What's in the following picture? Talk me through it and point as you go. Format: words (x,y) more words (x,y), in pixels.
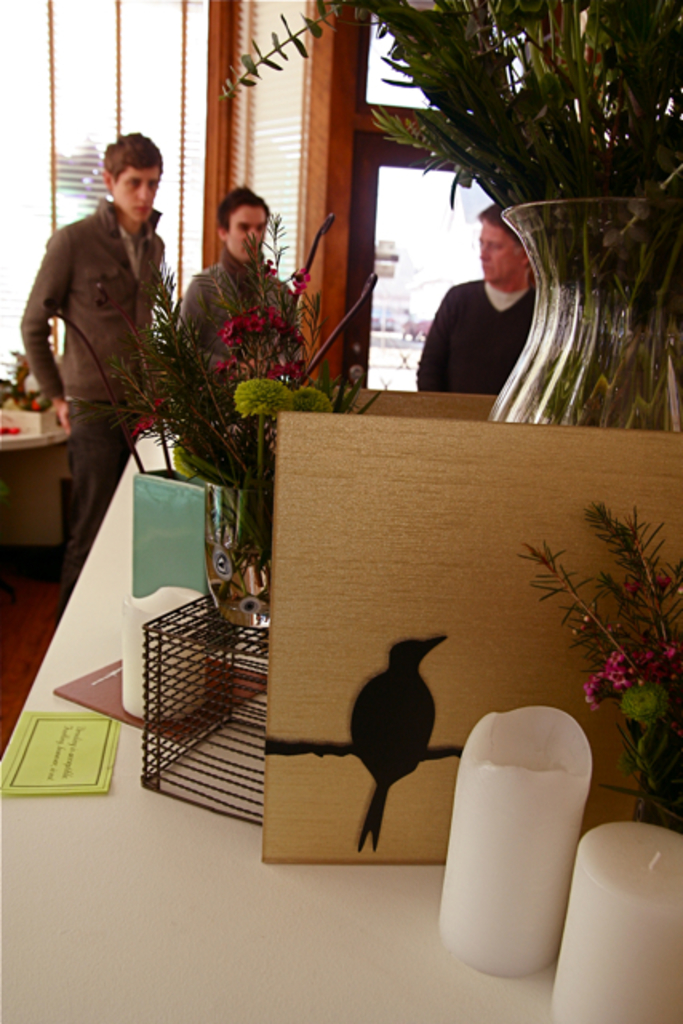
In this image we can see candles (482,857), flower vase (673,808) and some things (384,538) on the table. In the background (127,292) we can see people (134,282) are standing.
